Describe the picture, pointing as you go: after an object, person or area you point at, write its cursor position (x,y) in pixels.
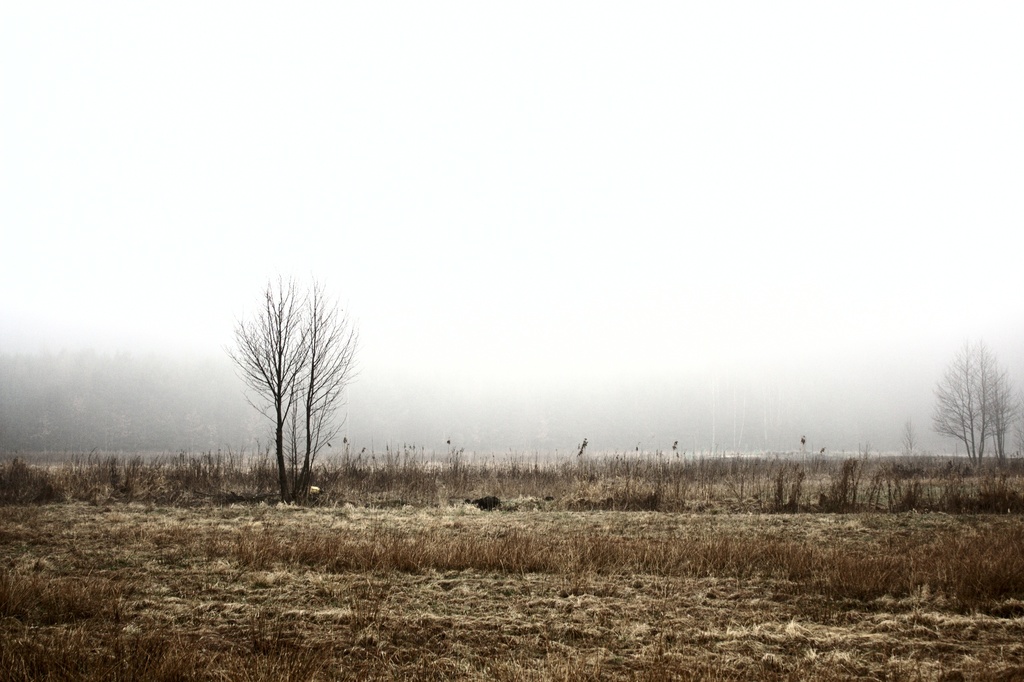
In the picture we can see a grass surface (91,533) with a grass plant (862,573) and dried trees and behind it we can see a fog (46,270).
